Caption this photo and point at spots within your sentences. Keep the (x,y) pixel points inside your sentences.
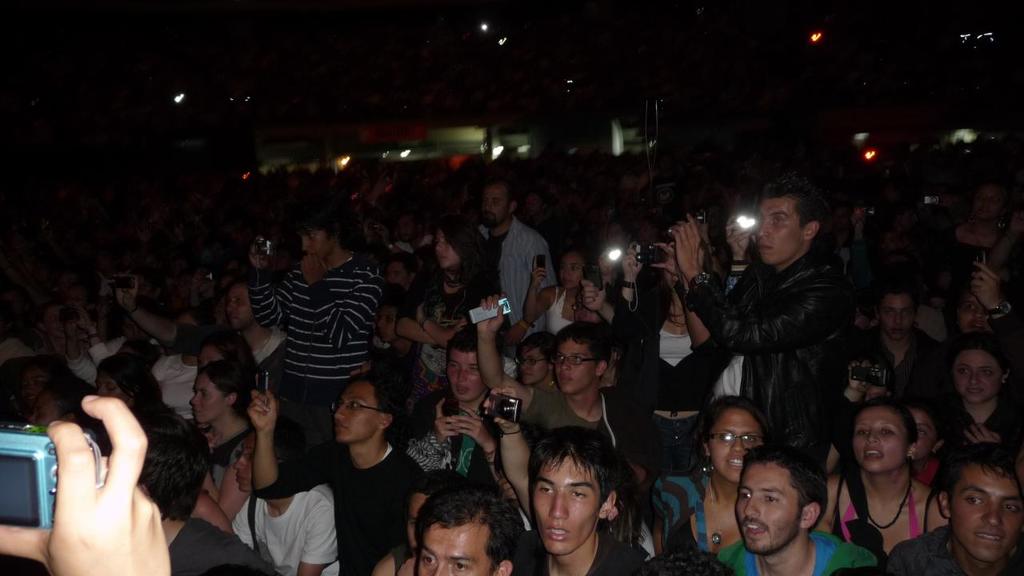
In this picture there are several people (512,446) holding cameras (512,412) and mobile phones (591,272) and shooting. In the background (714,230) there are also many spectators (961,183) watching.
